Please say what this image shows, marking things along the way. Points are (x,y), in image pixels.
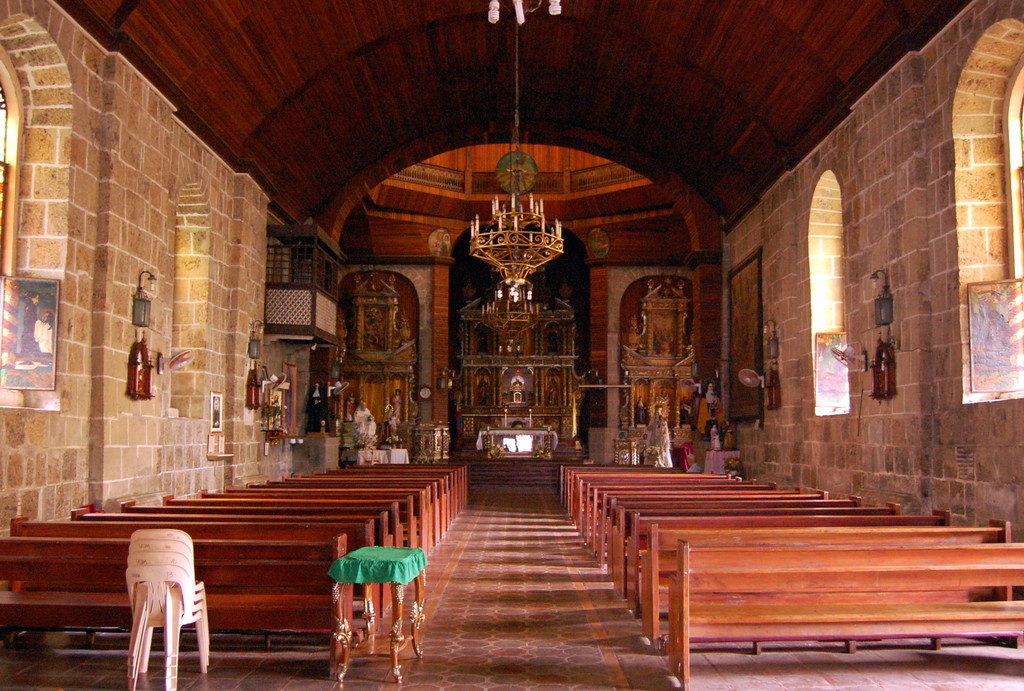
In this picture we can see chairs (176,647), stool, benches (73,633), chandelier light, statues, photo frames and in the background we can see a wall (788,479), roof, windows (1019,100) and some objects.
